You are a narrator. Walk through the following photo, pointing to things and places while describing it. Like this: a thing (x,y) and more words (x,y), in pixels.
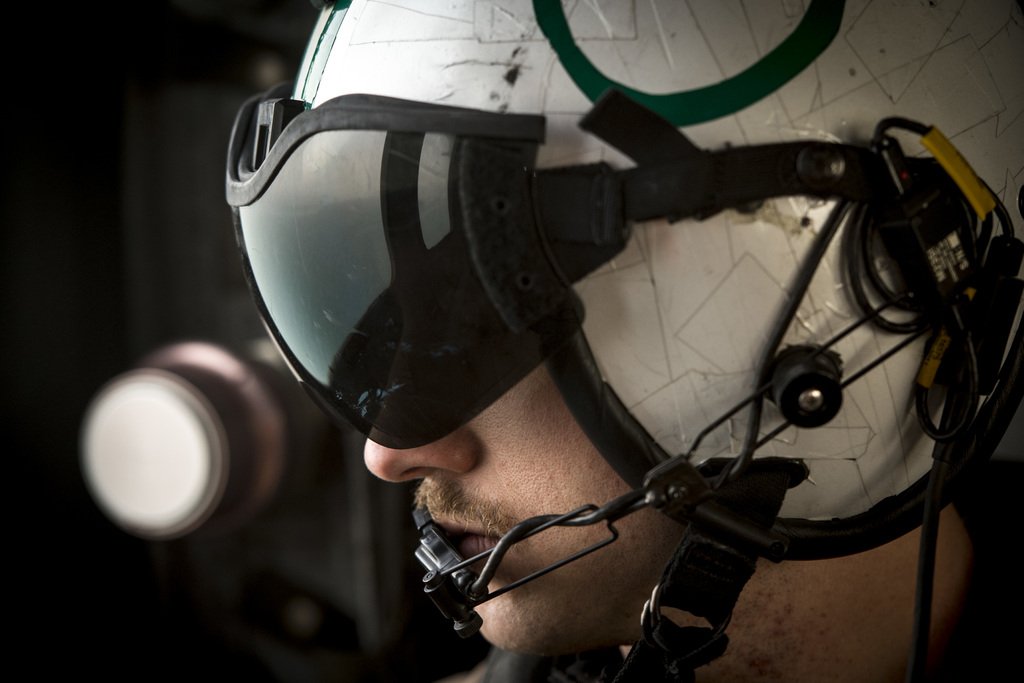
In this picture there is a man (544,496) wore a helmet (707,489). In the background of the image (86,286) it is dark and we can see an object (215,347).
